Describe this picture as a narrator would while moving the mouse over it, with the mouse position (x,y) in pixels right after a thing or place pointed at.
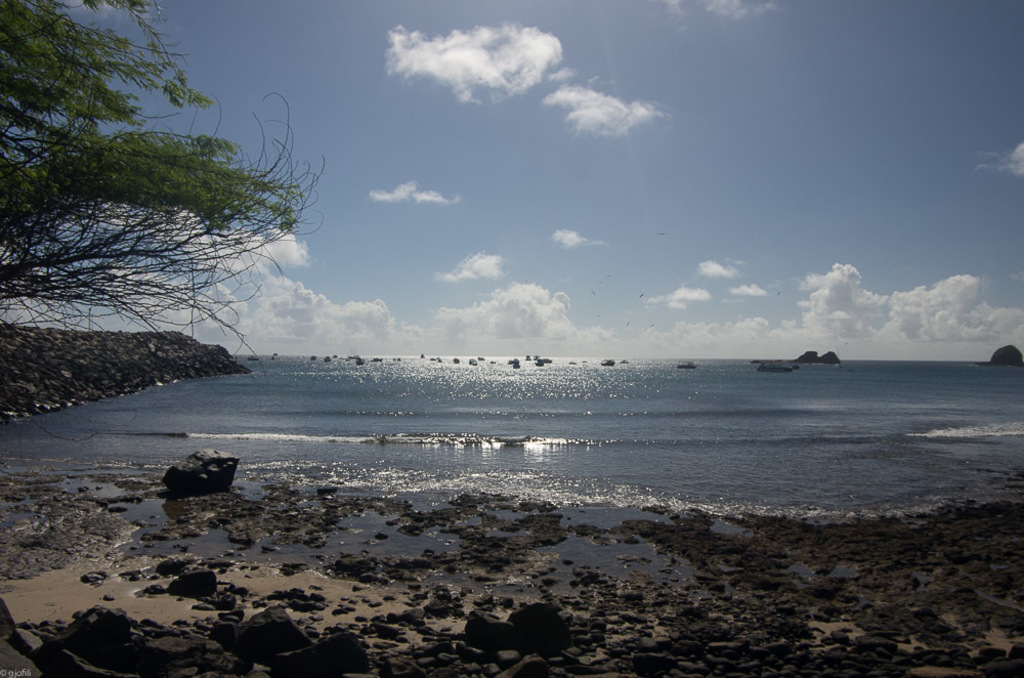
This image is taken at the beach (970,524). In this image we can see the rocks (212,464), stones (537,583), water (843,429) and also the sand (96,588). On the left (25,10) we can see the tree (118,262). In the background (82,9) we can see the sky (788,217) with the clouds (940,292). In the bottom left corner (31,673) we can see the text (4,674).
